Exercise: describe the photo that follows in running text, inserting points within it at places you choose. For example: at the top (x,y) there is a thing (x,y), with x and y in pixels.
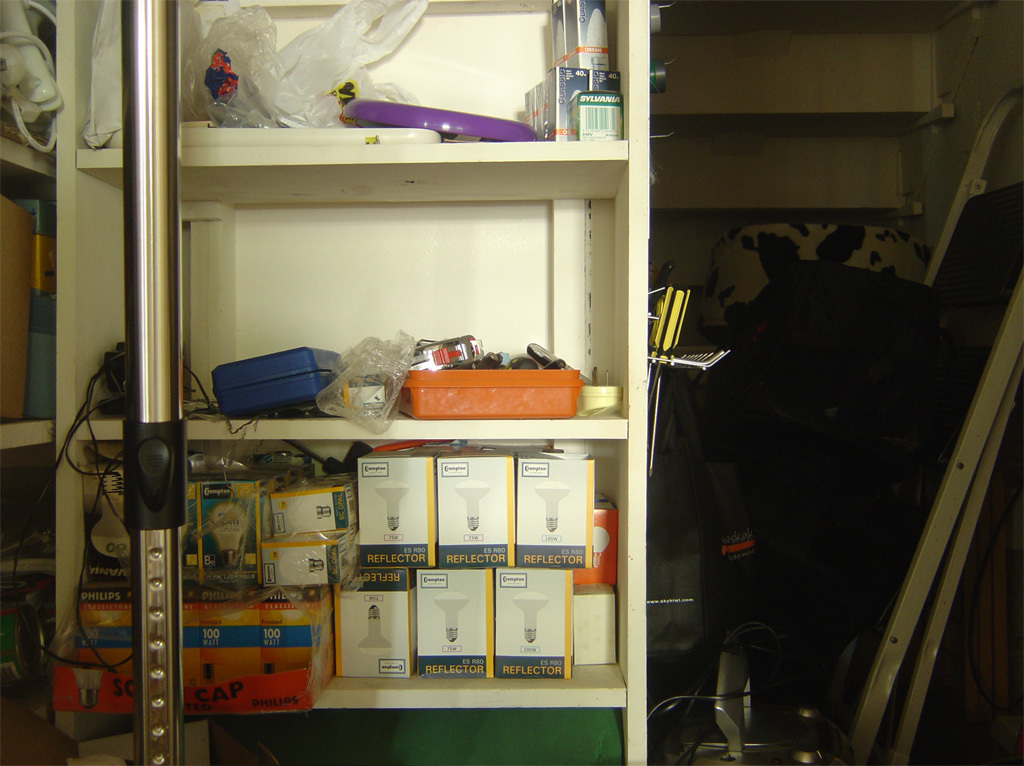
On the left side of the image (14,64) we can see a rack (64,125) in which some objects (39,279) are kept. In the middle of the image (538,310) we can see a rack (514,165) in which some boxes (450,561) are there and some objects (389,387) are there. On the right side of the image (789,743) we can see an iron rod (903,642) and some objects (808,382).
